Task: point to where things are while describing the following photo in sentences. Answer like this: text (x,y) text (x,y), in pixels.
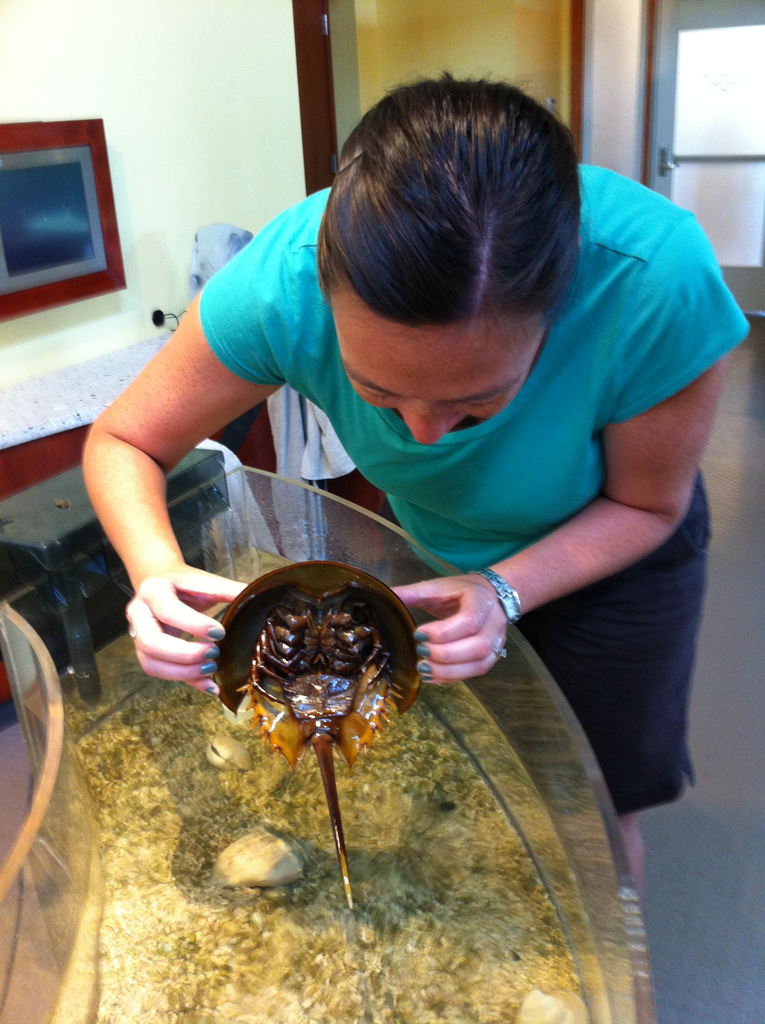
In this image we can see a lady (559,565) holding an object (342,635), in front of her there is an aquarium (246,910), in that we can see the water (305,988), and rocks (206,923), there is a photo frame (78,135) on the wall (132,236), there is a box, also we can see a door (725,206).
